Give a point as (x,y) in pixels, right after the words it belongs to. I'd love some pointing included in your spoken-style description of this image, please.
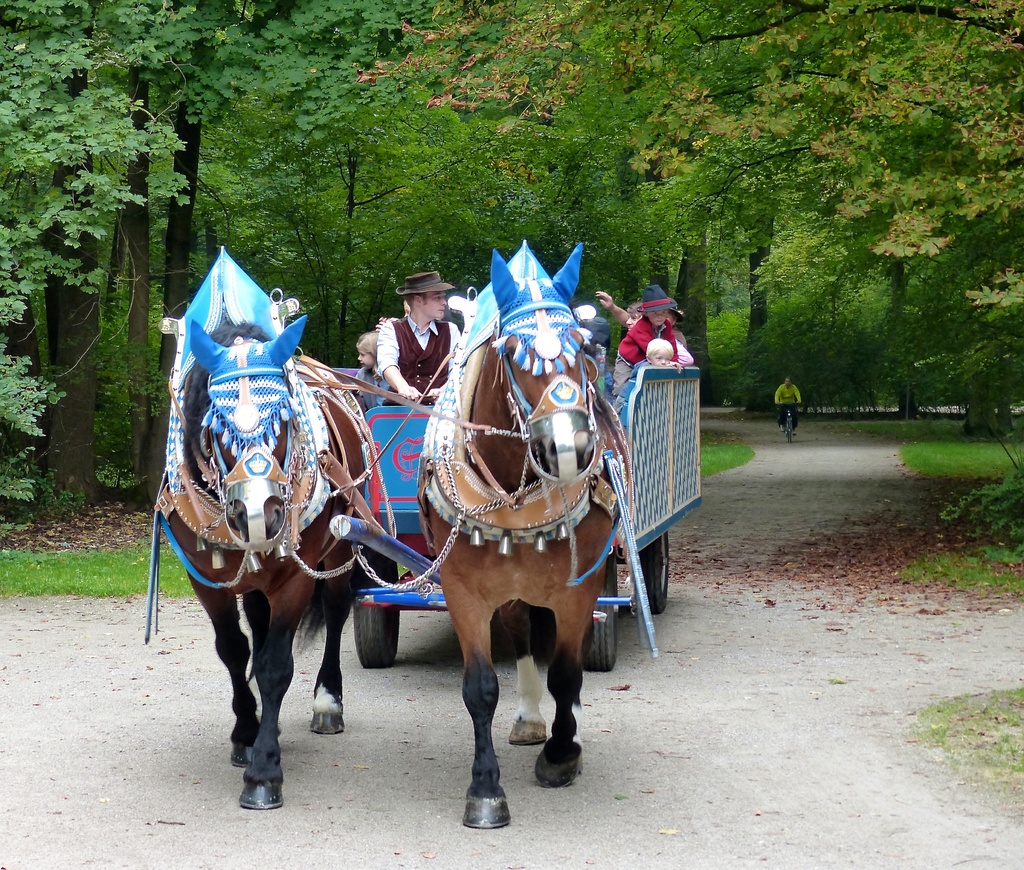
In the image there is a horse tanga (395,439) with few people (412,342) sitting on it and behind there is a man (796,393) riding bicycle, on either side there are trees (942,335) on the grassland (90,584).
